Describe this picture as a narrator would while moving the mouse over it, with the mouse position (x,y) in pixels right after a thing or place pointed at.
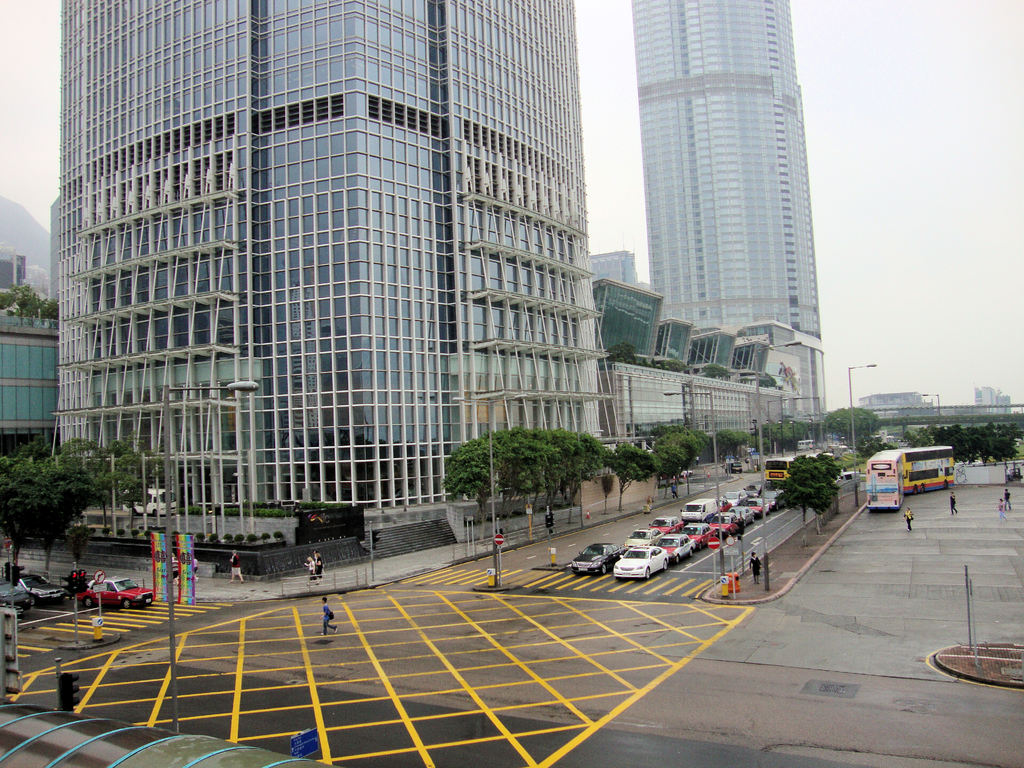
In the picture I can see some vehicles (744,497) are moving on the road (768,537), beside we can see trees (980,435), buildings (559,386) and some people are walking on the road (592,651).
